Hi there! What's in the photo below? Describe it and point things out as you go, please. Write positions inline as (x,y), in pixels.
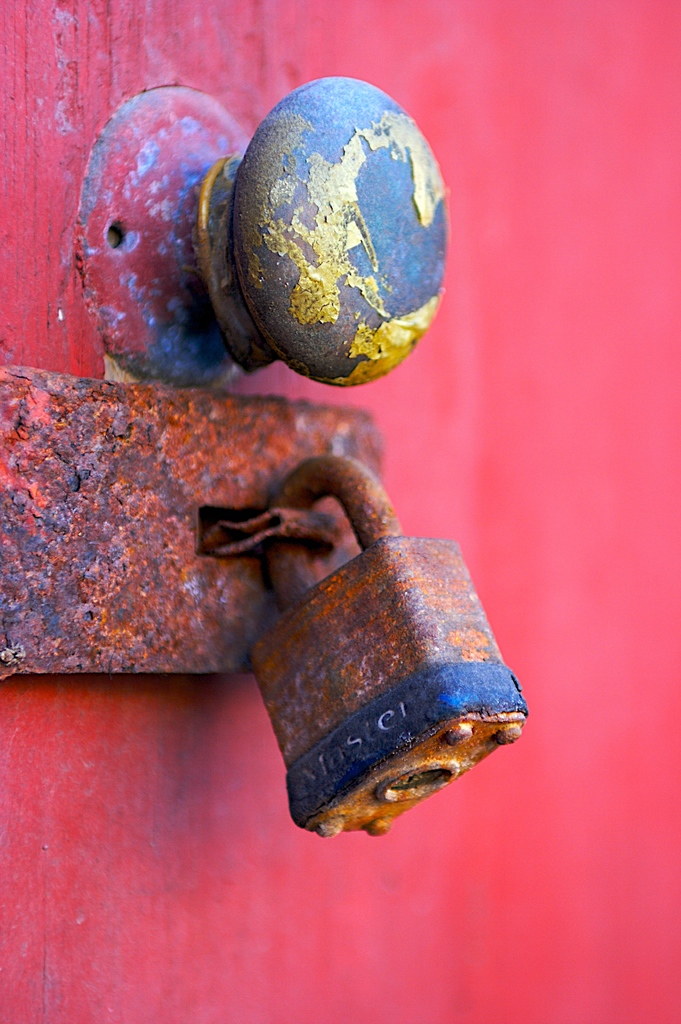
In this picture we can see a door (506,487), on the left side (217,278) we can see a door handle (330,299), a lock (384,686) and a lock aldrop (269,611).
